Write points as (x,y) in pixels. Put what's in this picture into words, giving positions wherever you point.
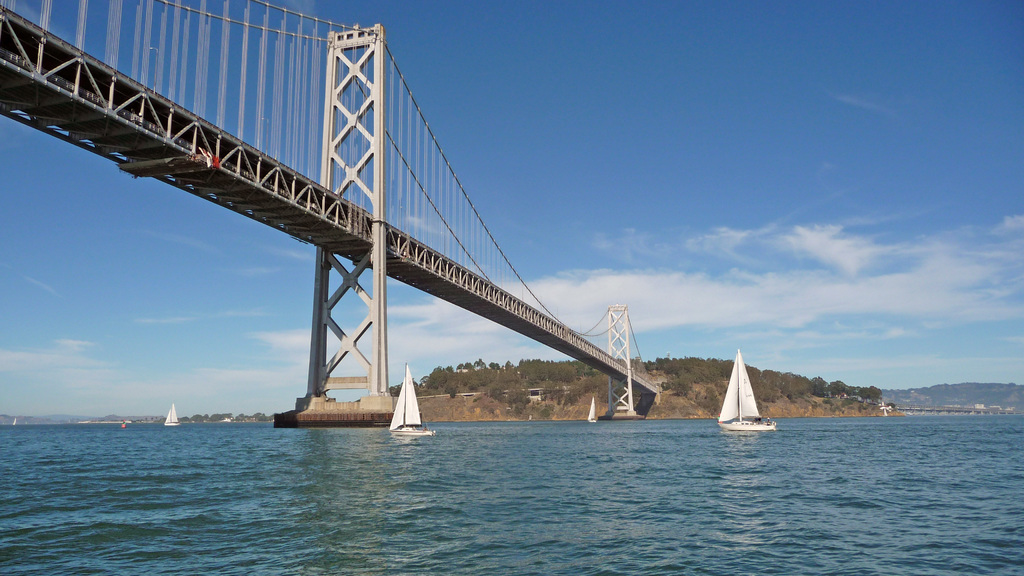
There are boats (739,422) on the water (641,455). Here we can see a bridge (381,334) and trees (796,396). In the background (888,268) there is sky (879,314) with clouds (950,315).
